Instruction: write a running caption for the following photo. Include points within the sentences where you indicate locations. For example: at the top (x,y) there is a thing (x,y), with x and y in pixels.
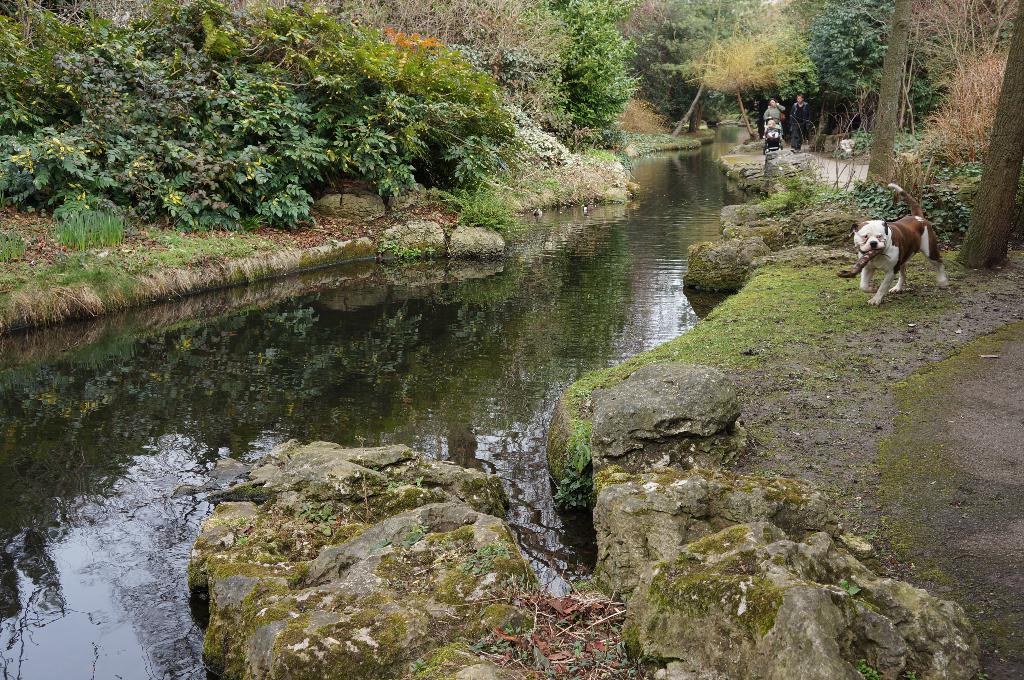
This is an outside view. On the left side (230,454) there is a lake (523,311). At the bottom (470,584) there are few rocks (639,522). On the right side (904,254) there is a dog (860,247) on the ground (909,312). In the background (197,26) there are many trees (676,69) and I can see few people (791,117) on the ground (822,174).
